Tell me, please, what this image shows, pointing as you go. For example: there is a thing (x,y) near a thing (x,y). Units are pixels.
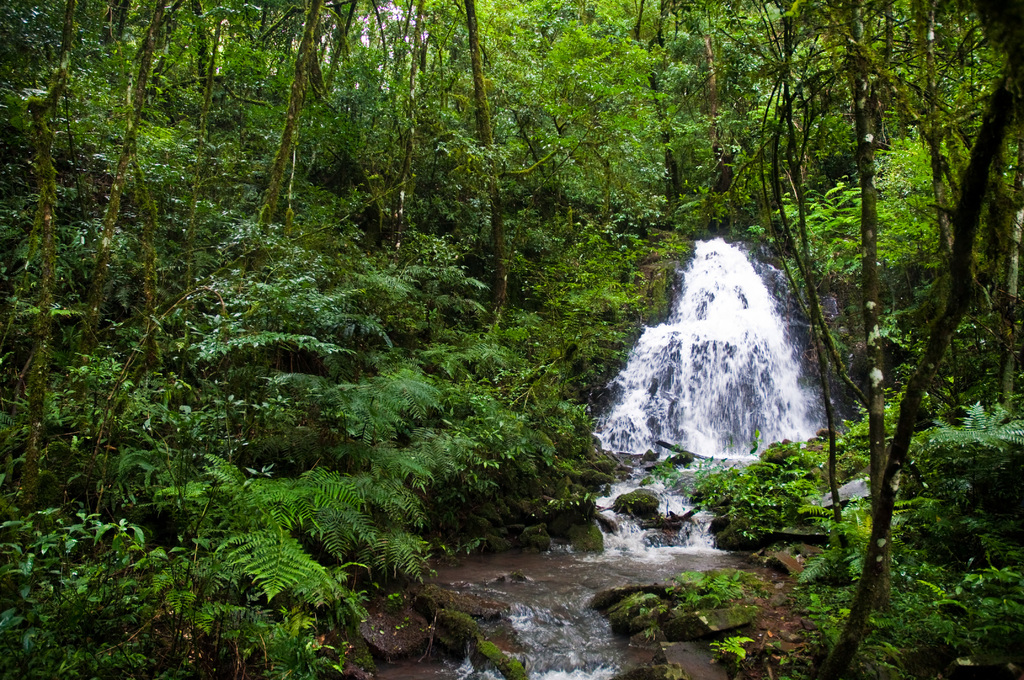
In this image we can see some trees (502,228), plants (408,442) and water (742,386).
